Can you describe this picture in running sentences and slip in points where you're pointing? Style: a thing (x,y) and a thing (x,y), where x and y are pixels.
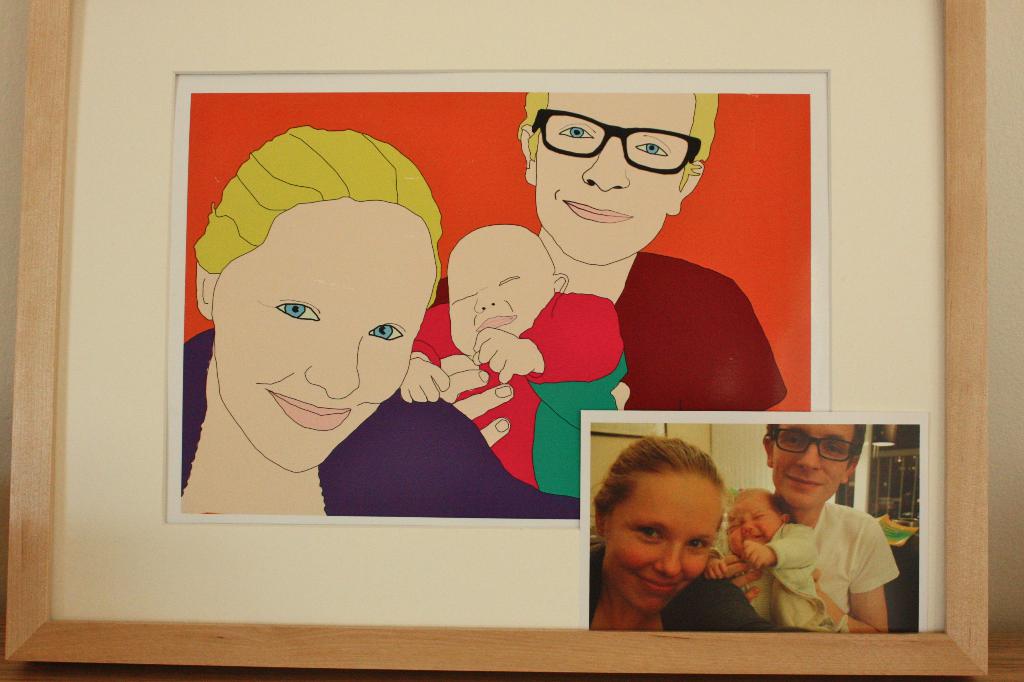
In this picture I can observe a drawing (500,318) of a man (551,168), woman (411,236) and a baby (511,351). This drawing chart (194,346) is framed in the photo frame (878,124). I can observe yellow, white and green colors. This frame (44,422) is placed on the brown color desk (278,675).
